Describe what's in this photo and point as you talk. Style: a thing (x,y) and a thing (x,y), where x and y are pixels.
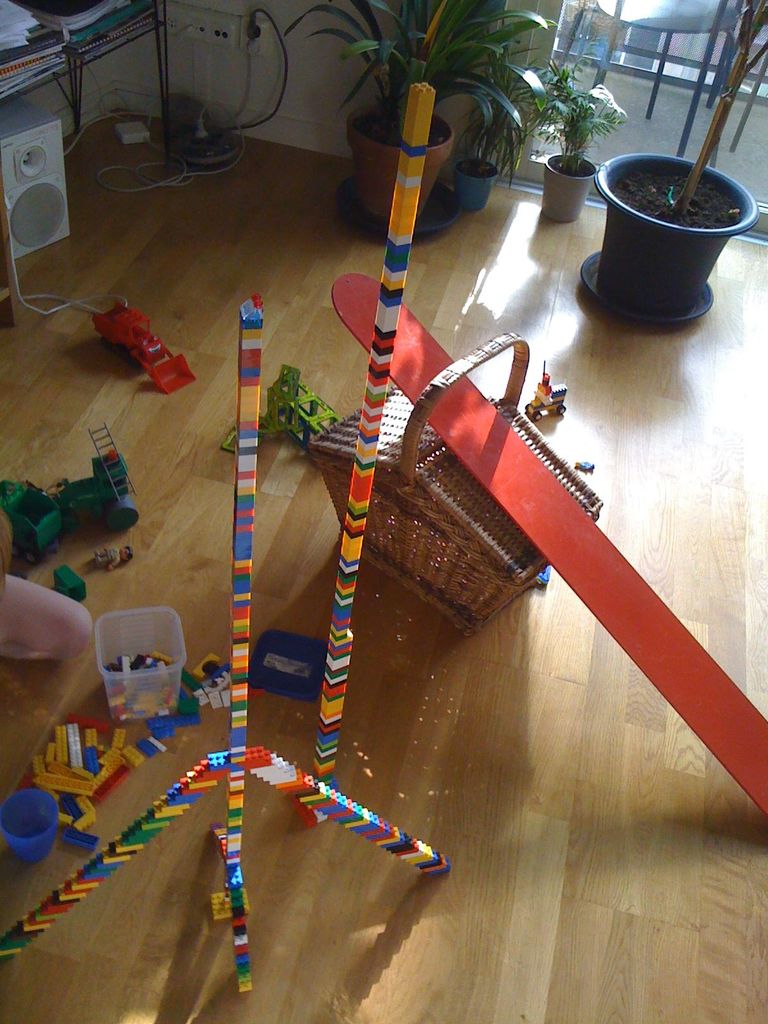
In this image, we can see houseplants (755,61), some papers (13,14) and books (39,75) on the table (81,69) and there are cables (166,186), some toys (116,453), a person (5,642) and we can see a basket (448,535), some blocks (184,704) and there is a container (170,643). At the bottom (153,913), there is a floor (695,611).
